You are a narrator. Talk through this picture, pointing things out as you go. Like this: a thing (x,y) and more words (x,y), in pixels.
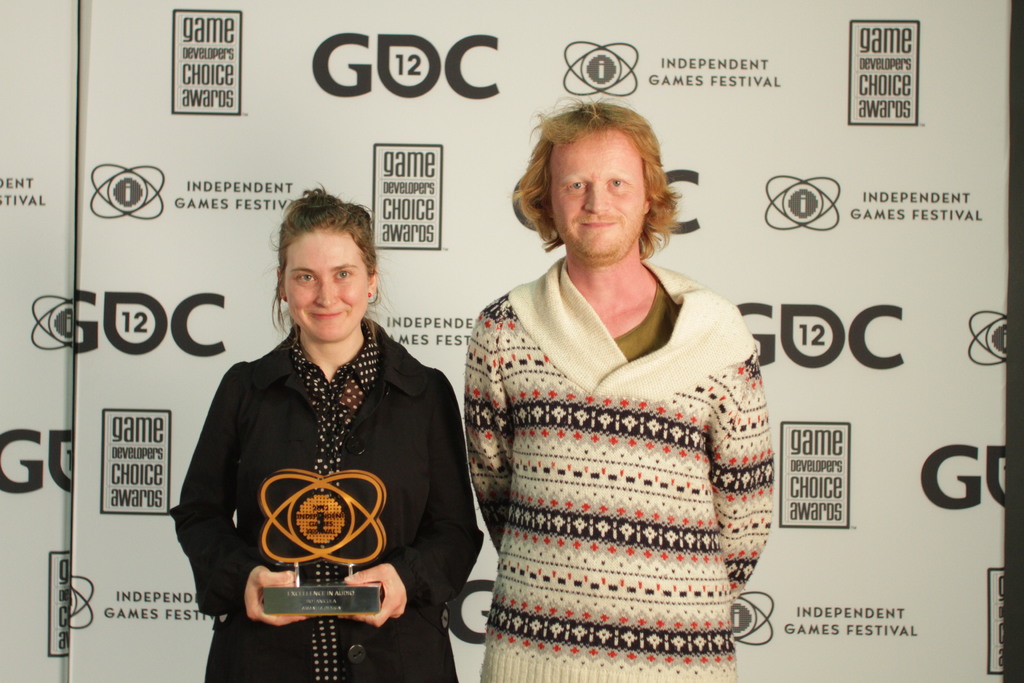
In this picture there is a man (570,417) wearing white color sweater (620,530) standing and giving a pose into the camera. Beside there is woman (380,410) wearing black color coat (393,440), Smiling and holding award (379,557) in the hand (392,610). In the background (181,195) there is a white color advertisement banner (995,122).
